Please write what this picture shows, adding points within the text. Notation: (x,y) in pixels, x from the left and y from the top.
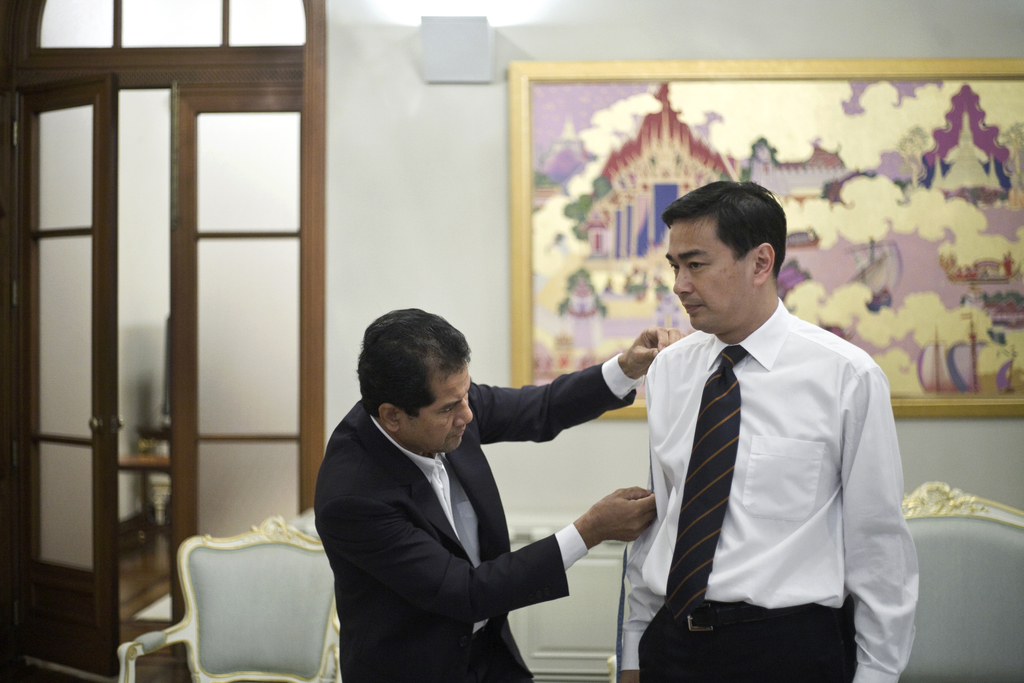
On the right (761,479) there is a man (765,554) standing and on the left (329,472) there is a man (508,536) measuring the right side person body (704,490). In the background (281,425) there are chairs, doors (108,139) and a frame (700,145) on the wall (402,136).
